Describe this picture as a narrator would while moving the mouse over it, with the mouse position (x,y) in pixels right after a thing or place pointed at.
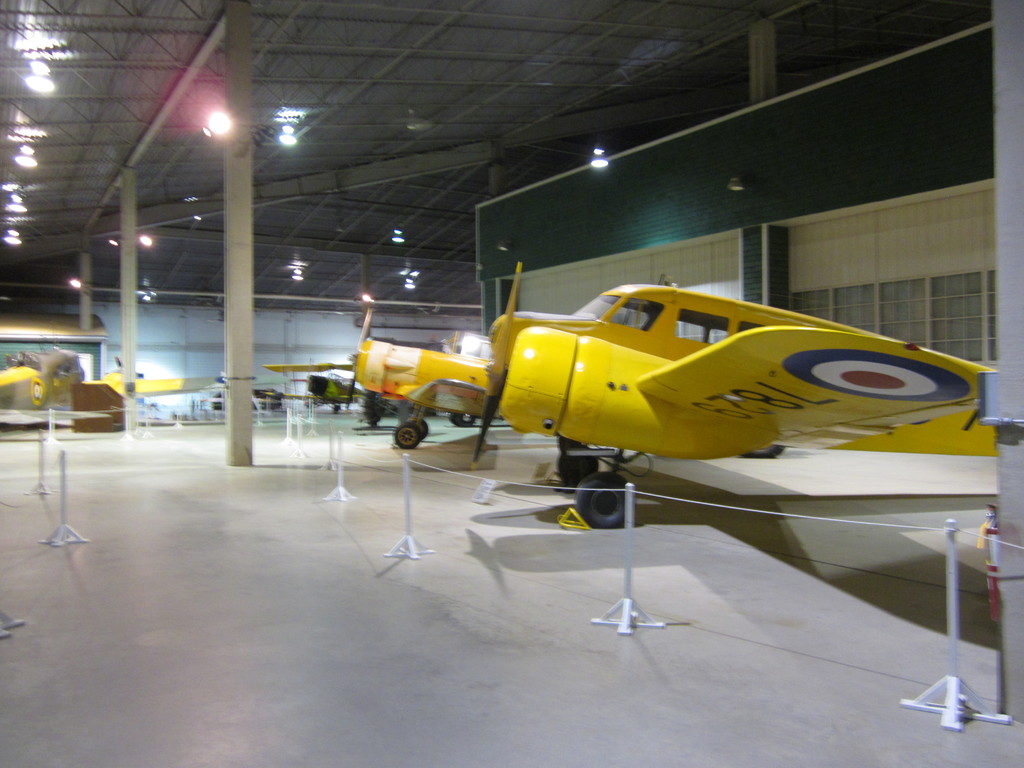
In this image we can see some aircrafts (63,353), poles (133,436), rope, lights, rooftop (469,194), and the walls (159,405).
